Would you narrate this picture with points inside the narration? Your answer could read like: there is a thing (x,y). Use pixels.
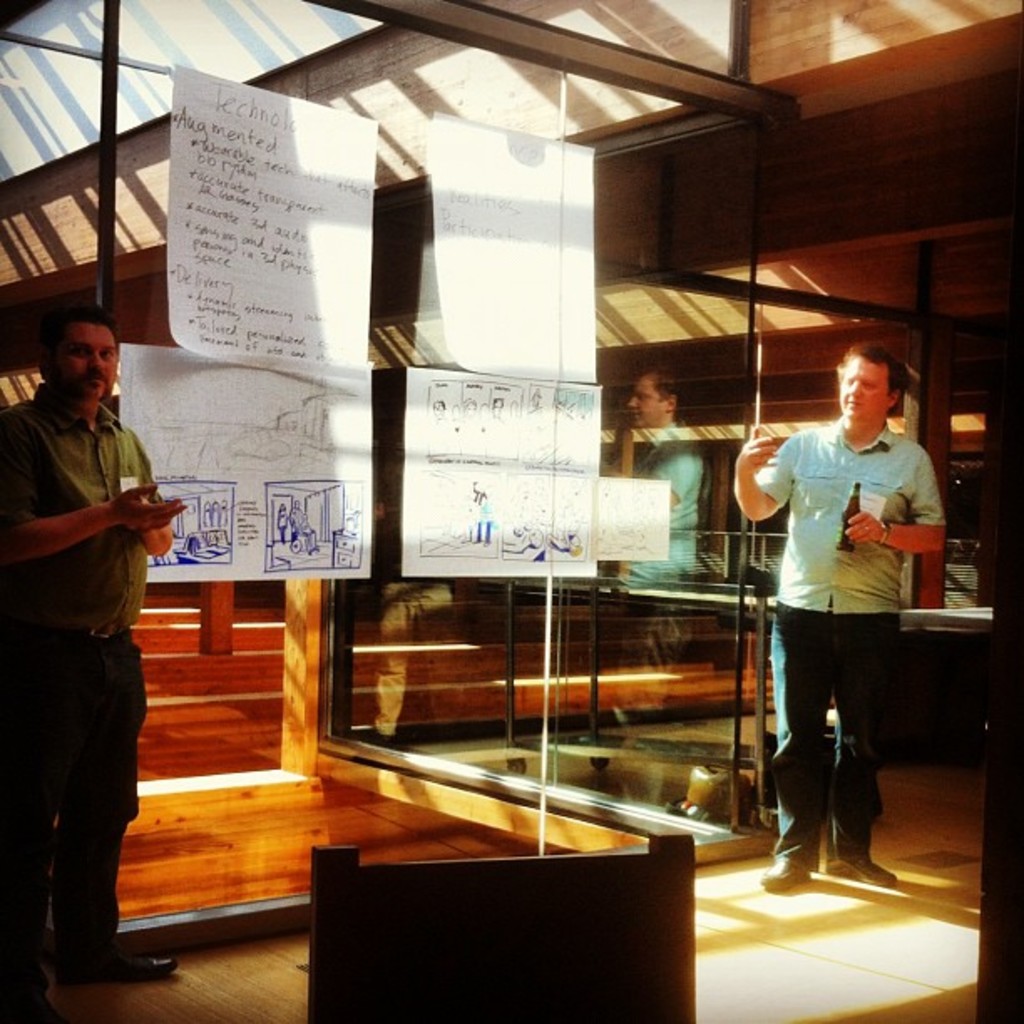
In this image, we can see persons (126,760) standing and wearing clothes (867,611). There are charts (298,406) on the glass wall (314,591). There is an object (603,924) at the bottom of the image (590,909).
